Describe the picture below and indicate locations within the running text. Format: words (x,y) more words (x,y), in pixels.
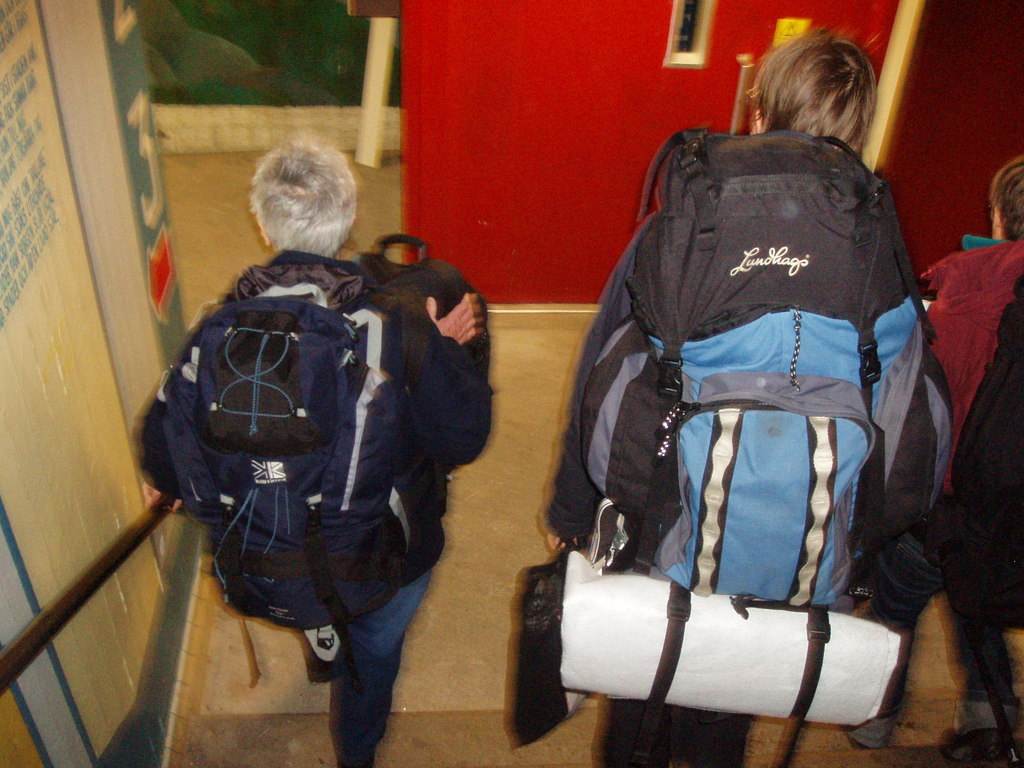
In this image we can see a three persons (771,115) holding a bag (384,279) in their hand (461,330) and they are walking.
